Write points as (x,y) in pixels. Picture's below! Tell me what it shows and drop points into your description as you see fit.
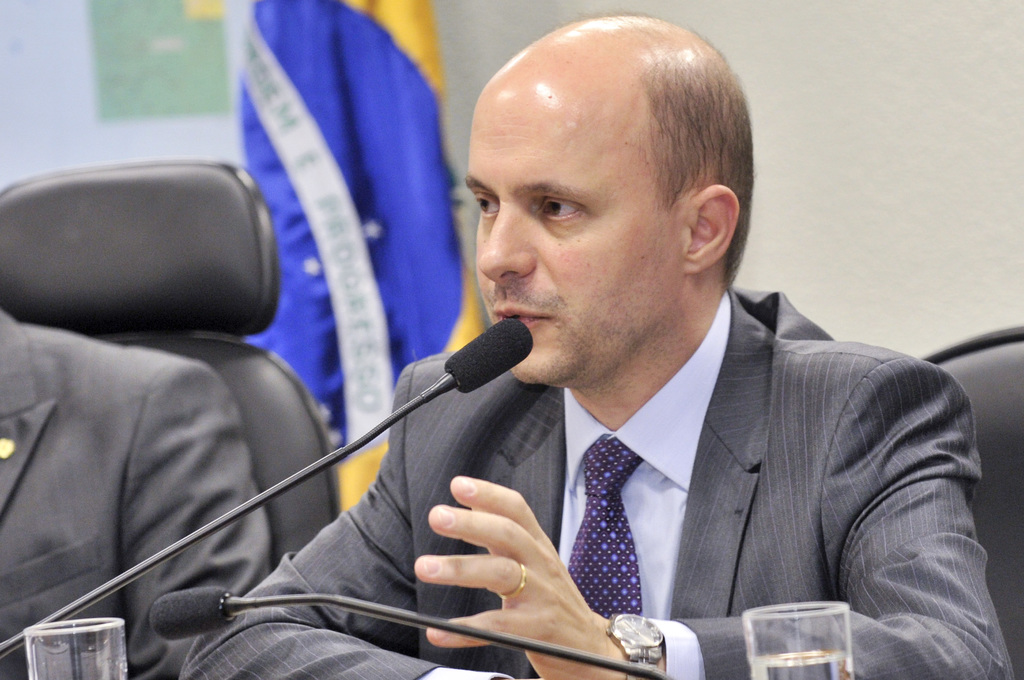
In the image we can see two persons (532,496) were sitting on the chair (165,234). In front, there is a microphone (397,409) and two glasses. In the background (924,106) there is a wall (970,145) and flag (269,206).
